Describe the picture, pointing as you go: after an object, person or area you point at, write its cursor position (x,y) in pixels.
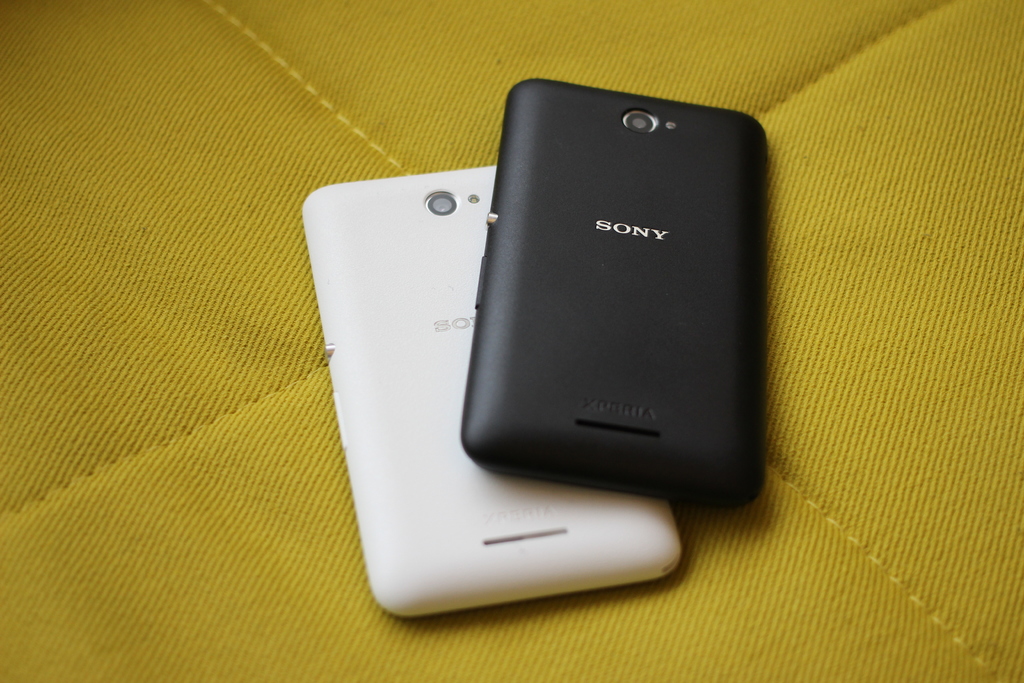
In this image there are two mobiles (370,396) as we can see in middle of this image (469,346). The left side mobile (375,322) is in white color and the right side mobile (630,278) is in black color.
